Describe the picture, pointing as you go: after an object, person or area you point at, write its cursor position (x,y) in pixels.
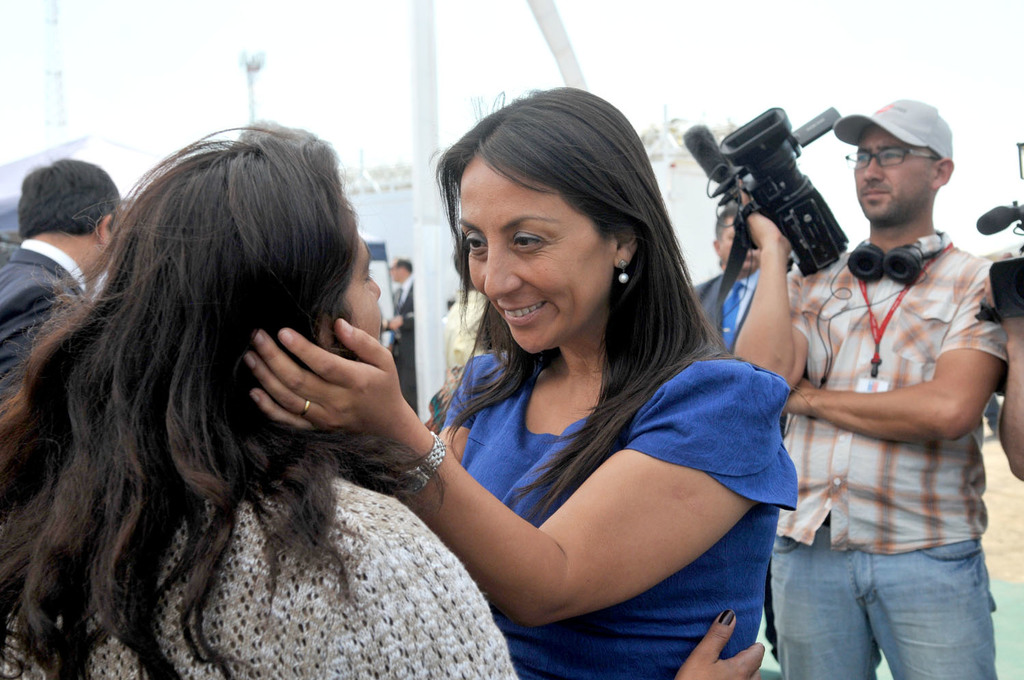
In the image there are two women (480,474) expressing some emotion and around these two women (663,231) there are some people (766,248) standing and two of them are holding cameras (1000,265) their hand (780,237) and the background of the image (477,14) is blur.
